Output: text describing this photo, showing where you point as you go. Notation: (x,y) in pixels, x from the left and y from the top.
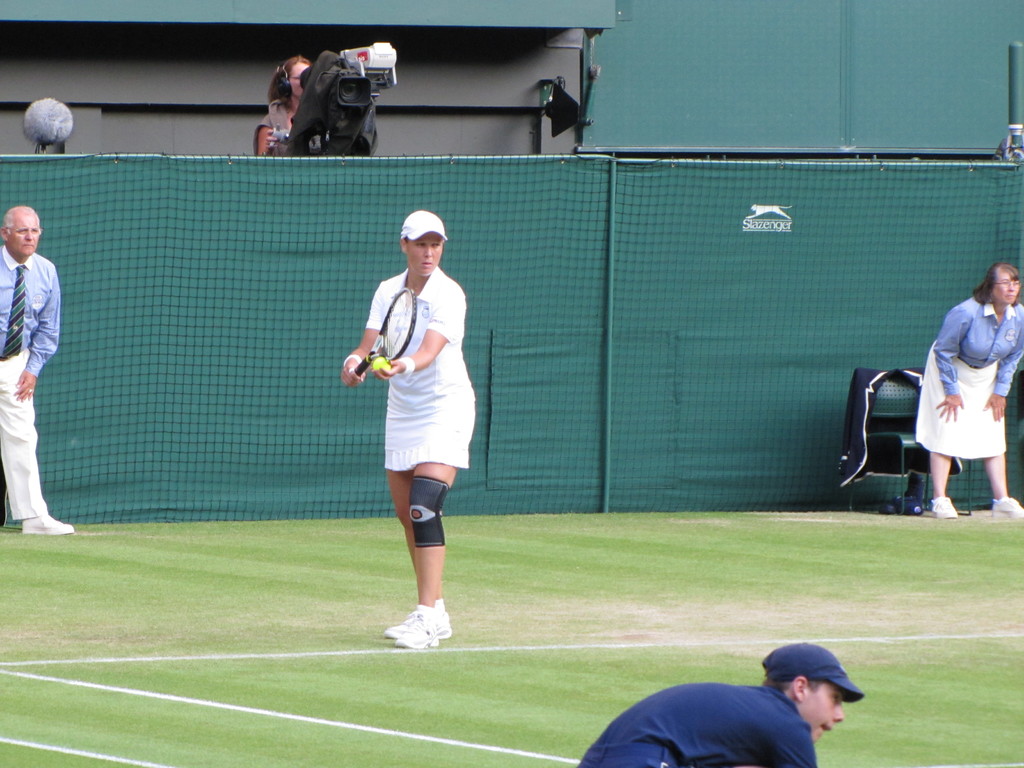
In this image we can see a group of people (963,424) standing on the ground (319,633). In the center of the image (426,387) we can see a woman (428,361) holding a tennis racket (402,324) and a ball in her hands (392,370). On the right side of the image (919,478) we can see cloth (883,447) placed on a chair (912,411) and some objects (919,492) placed on the ground (937,552). In the background (1010,230), we can see a net (1010,230). One woman (286,119) is wearing headphones (288,82) is standing behind a camera (344,115) and we can also see a microphone (40,112) and the wall (85,148).
